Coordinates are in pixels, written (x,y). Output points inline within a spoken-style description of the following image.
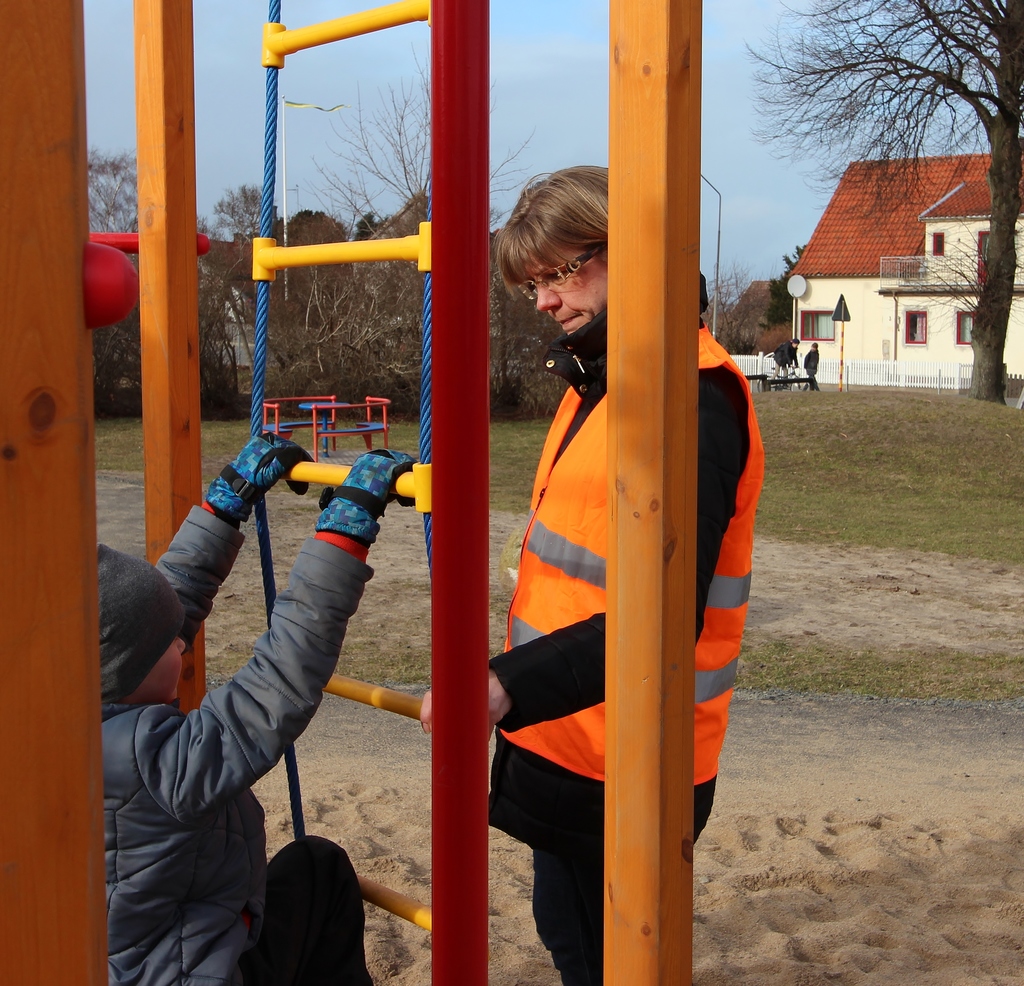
In this image we can see a woman (526,289) and a child (281,878). In that the child (281,864) is holding a rope ladder (359,698). We can also see some grass (356,656), poles (675,525), a group of trees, some people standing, a fence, a house (939,347) with roof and windows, a flag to a pole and the sky (767,220) which looks cloudy.
